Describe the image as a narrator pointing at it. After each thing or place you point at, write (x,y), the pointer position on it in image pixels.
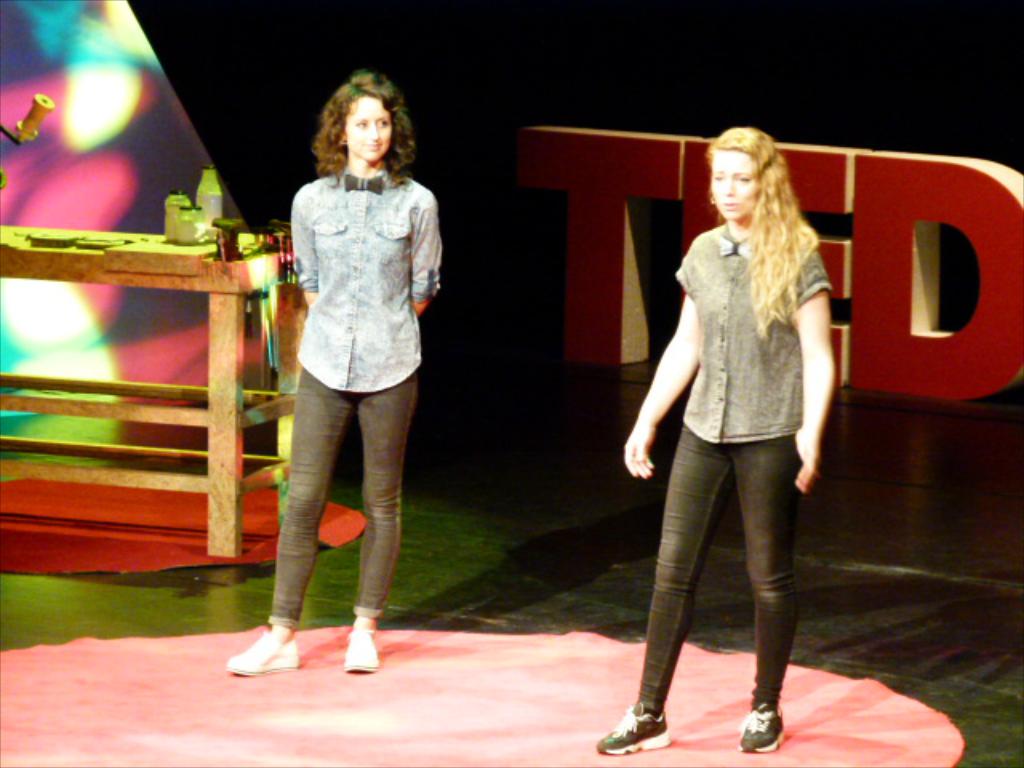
In this image two women (766,622) are standing on the floor (433,683). They are wearing shirt (785,360), pant (775,610) and shoes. There is a table (185,281) having few bottles (190,234) and objects (228,255) on it. Behind them there is some text (887,327).
